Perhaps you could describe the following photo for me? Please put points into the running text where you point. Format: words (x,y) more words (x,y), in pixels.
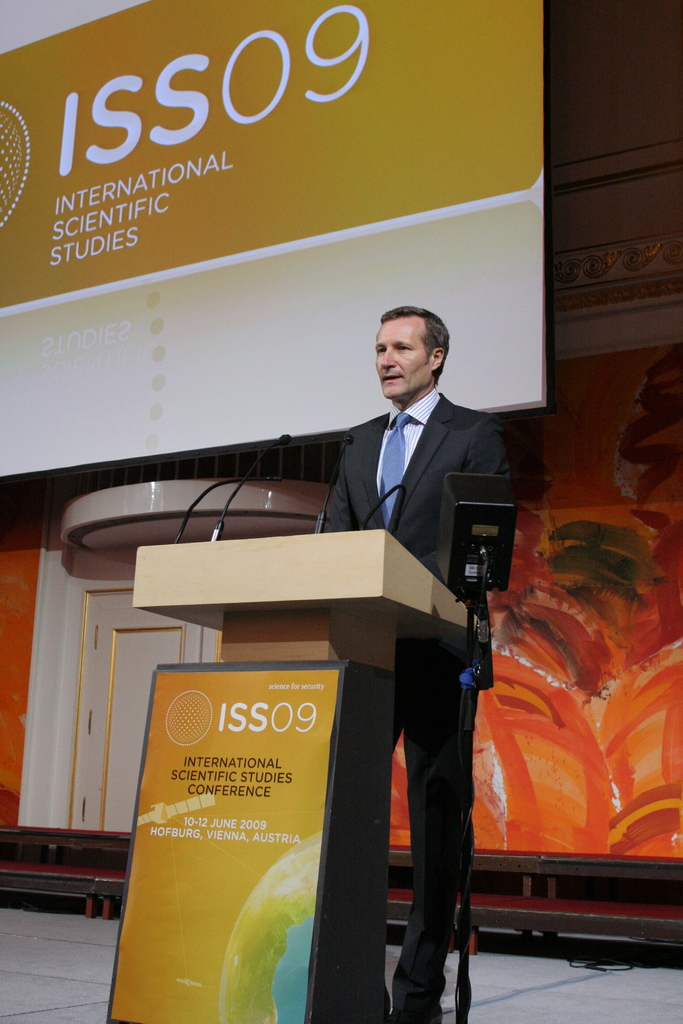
In this picture we can see a man (391,374) wore a blazer (368,468), tie (388,445) and in front of him we can see mics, podium (270,653) and in the background (256,524) we can see a banner (367,46), wall (625,192) and some objects (110,615).
